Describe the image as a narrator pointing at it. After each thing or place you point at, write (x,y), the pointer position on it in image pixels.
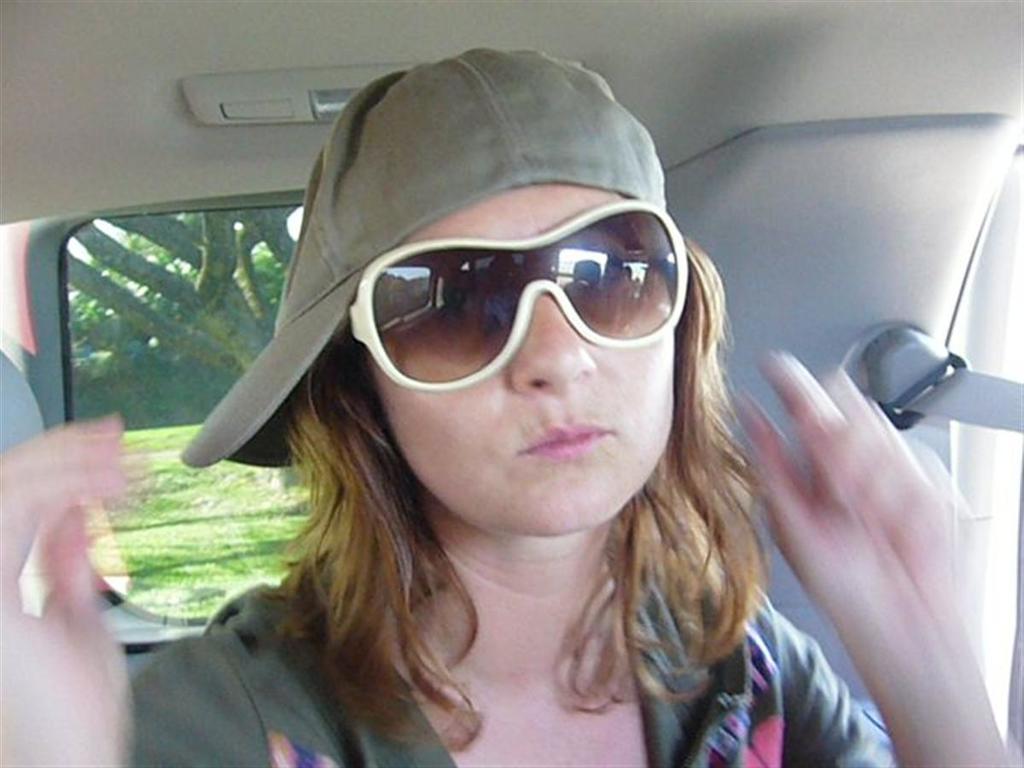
This image is clicked inside a car (431,23). There is a woman (548,485) in the middle (443,445). She is wearing goggles (380,337) and cap (273,332).
